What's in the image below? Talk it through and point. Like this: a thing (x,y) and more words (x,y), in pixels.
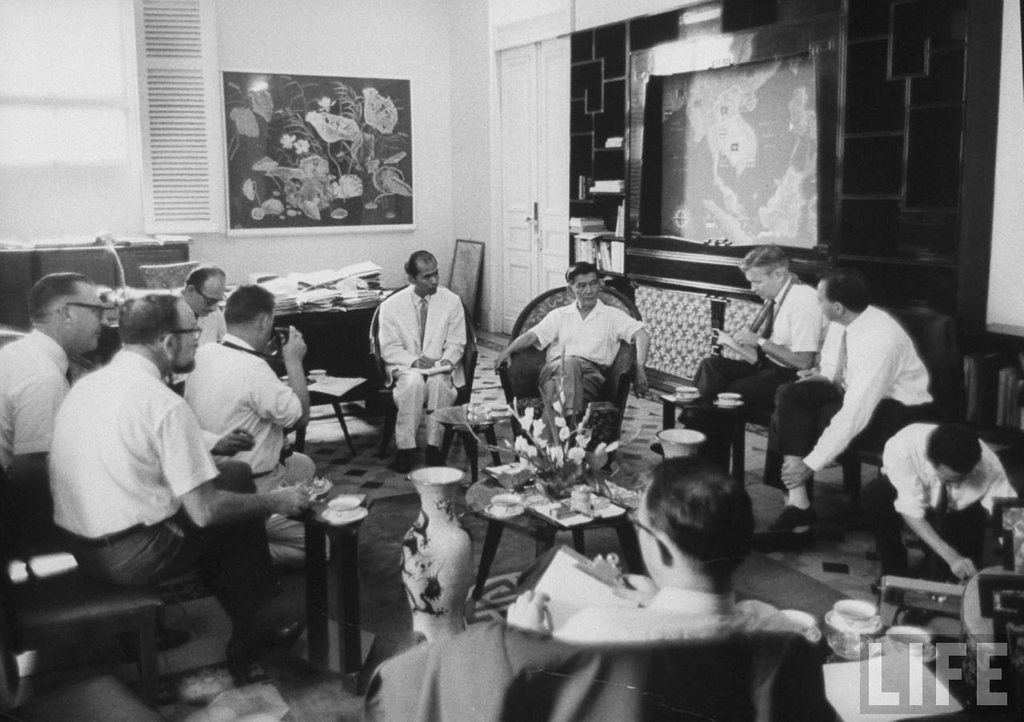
In this image I can see a group of people (98,412) sitting on the chair (932,359). On the table (860,659) there is a cup (863,607) and a saucer (848,627). On the table (342,317) there are books (334,293) and a papers (347,294). On the floor (387,609) there is a vase (418,605). At the back side (415,158) there is a frame (400,112) and a wall (435,101).
